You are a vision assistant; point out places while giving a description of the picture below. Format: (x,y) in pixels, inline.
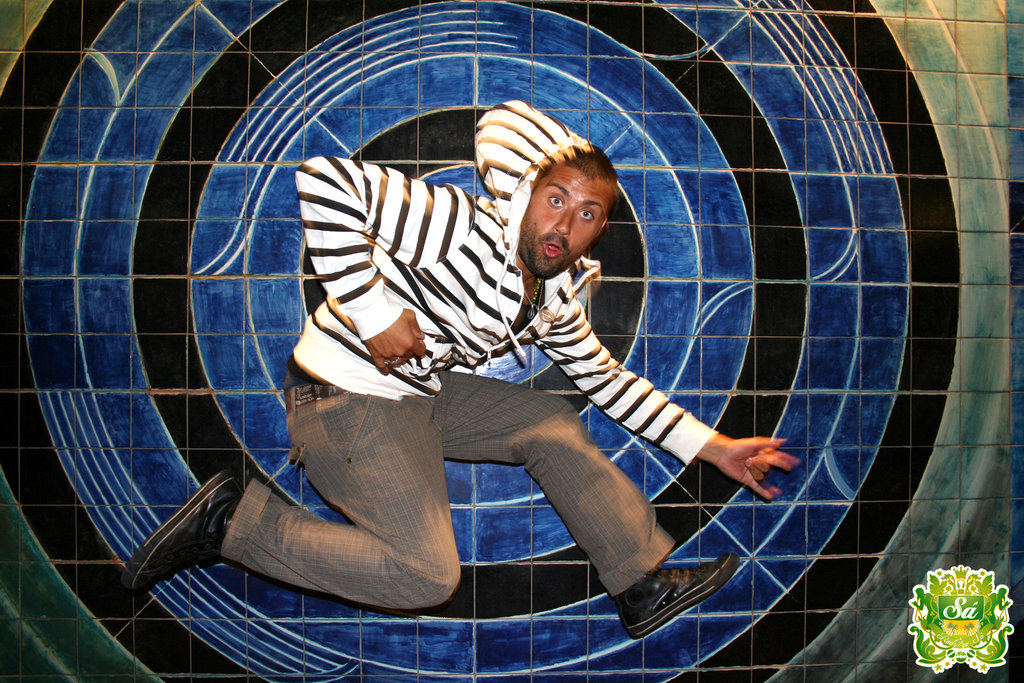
In this image we can see one man (433,530) dancing, one logo (936,591) with text (970,607) at the right side (978,624) corner of the image and there is a colorful background (209,161).
